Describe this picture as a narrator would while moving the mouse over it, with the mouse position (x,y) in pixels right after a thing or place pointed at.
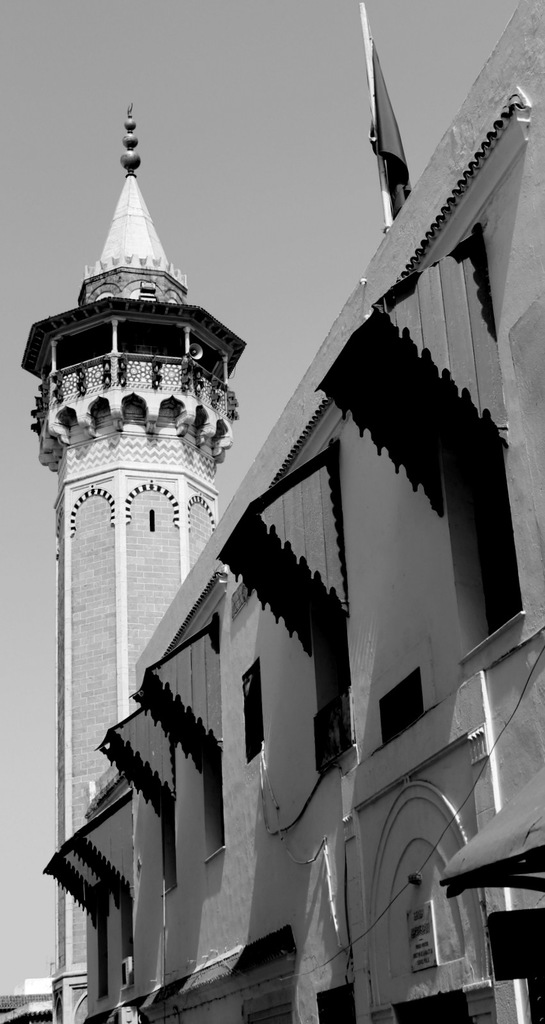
In this image I can see building (406,537), windows (497,449) and a tower (139,457). I can see a flag (383,158). The image is in black and white.
